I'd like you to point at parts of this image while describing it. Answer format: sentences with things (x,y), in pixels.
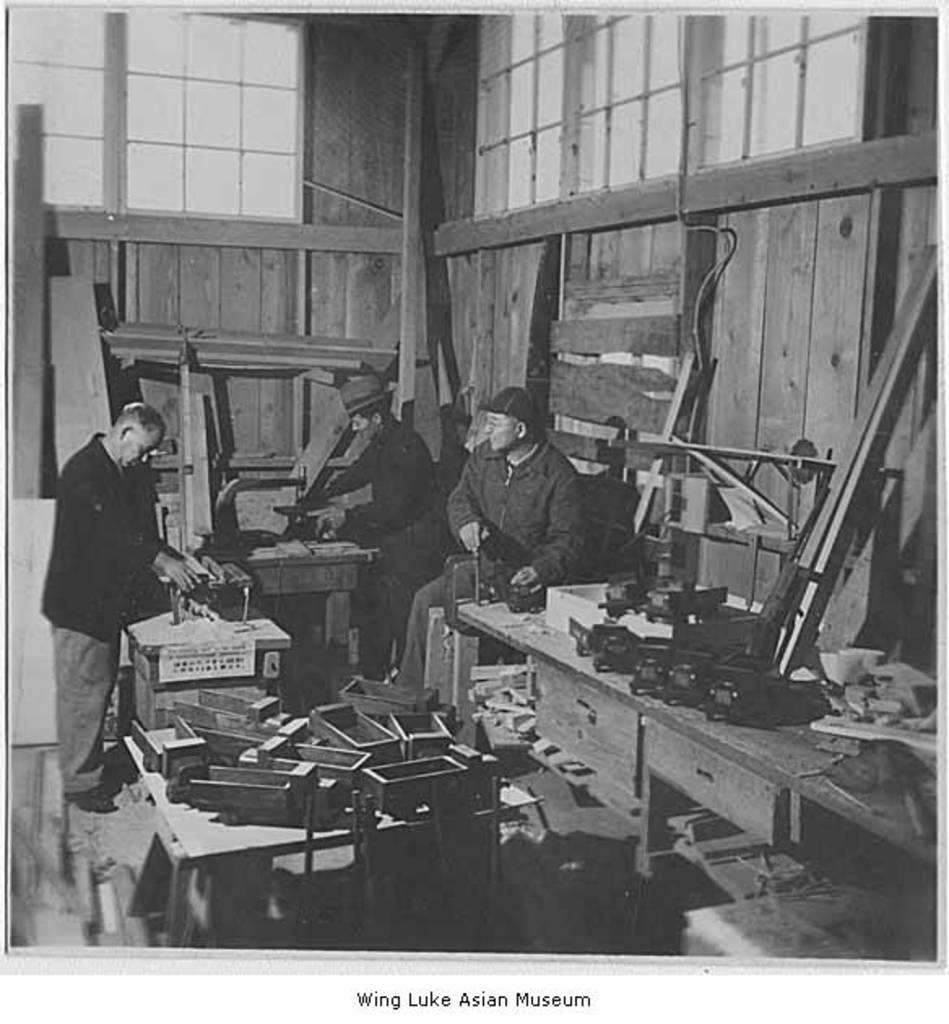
In this image we can see wooden walls (490,376). On the walls (434,114) we can see the glass window (167,161). There are three persons (381,432) in the image and there are doing some work. In front of the persons (442,564) we can see a group of objects (745,699) on the tables (787,757).
